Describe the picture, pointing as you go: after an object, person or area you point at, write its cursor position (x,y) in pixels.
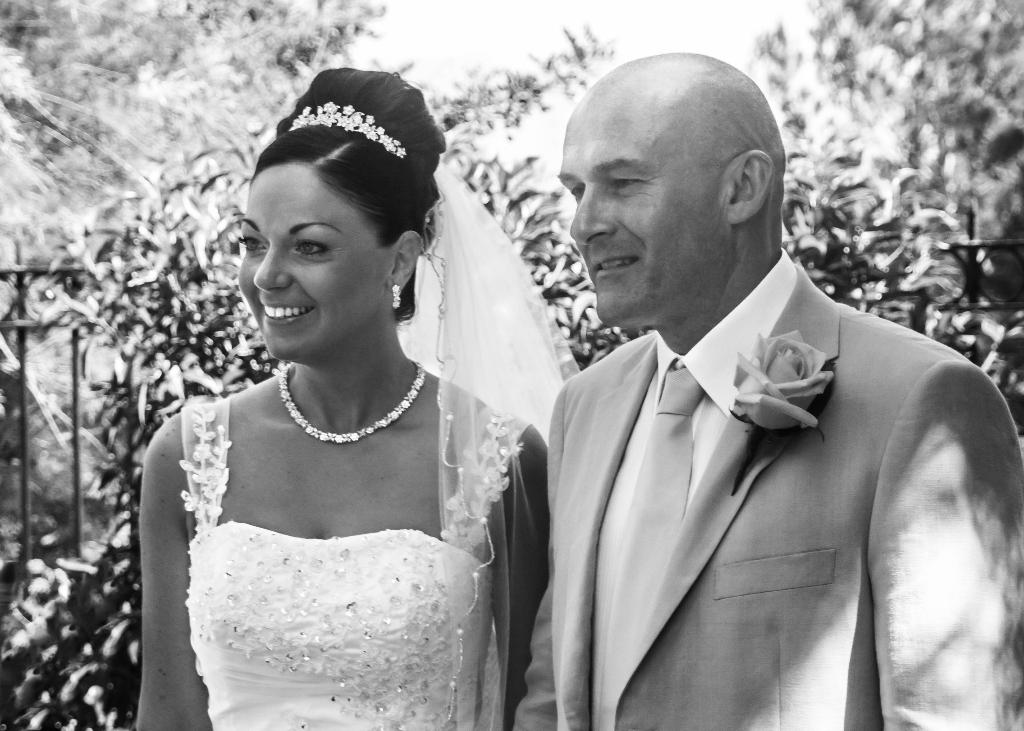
In this picture we can see two people (444,496) smiling, some objects (788,381) and in the background (104,410) we can see fence (77,279), trees (63,203).
